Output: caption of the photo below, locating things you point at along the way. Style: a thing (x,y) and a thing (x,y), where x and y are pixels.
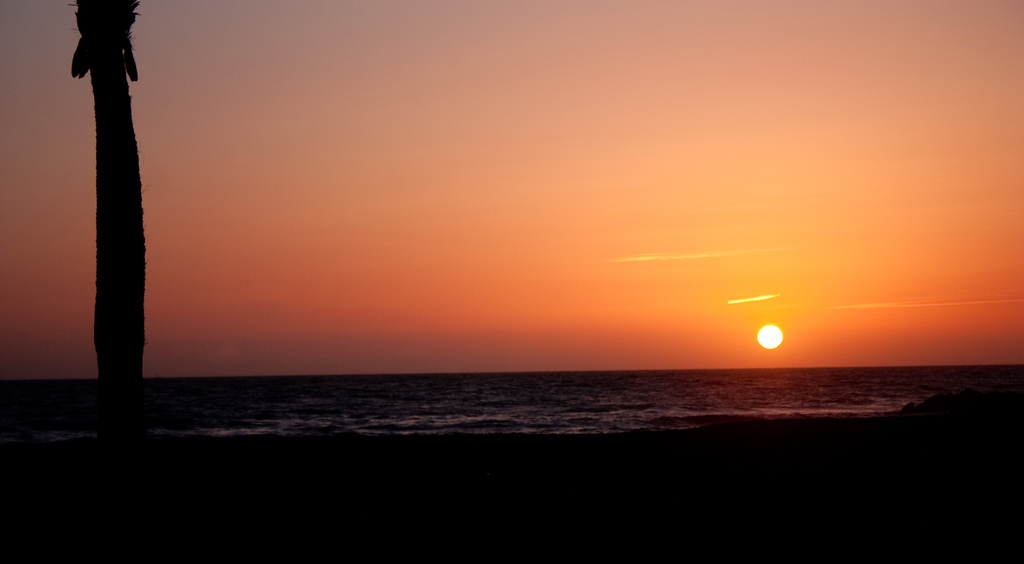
On the left side of the picture (103,153), we see the tree (119,42). At the bottom of the picture (558,395), we see water (478,417) and this water (577,391) might be in the sea (665,422). In the background (610,263), we see the sky (714,205) and the sun (768,346). This picture might be clicked at the time of sunset.
